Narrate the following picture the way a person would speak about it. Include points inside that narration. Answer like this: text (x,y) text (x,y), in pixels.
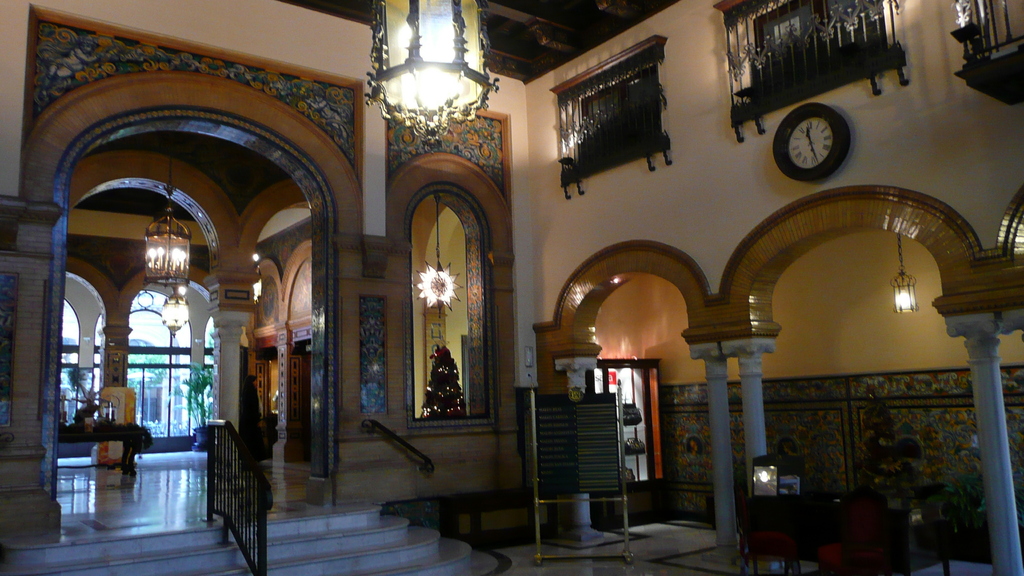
In this picture I can see the inside view of a building (533,175) and I see the lights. On the right side of this image (744,148) I see the wall (771,140) on which there is a clock (810,129). In the front of this picture (233,529) I can see the steps (464,542) and few things (546,481). In the background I can see the plants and I can also see the railings (210,422) in the front (210,450).
